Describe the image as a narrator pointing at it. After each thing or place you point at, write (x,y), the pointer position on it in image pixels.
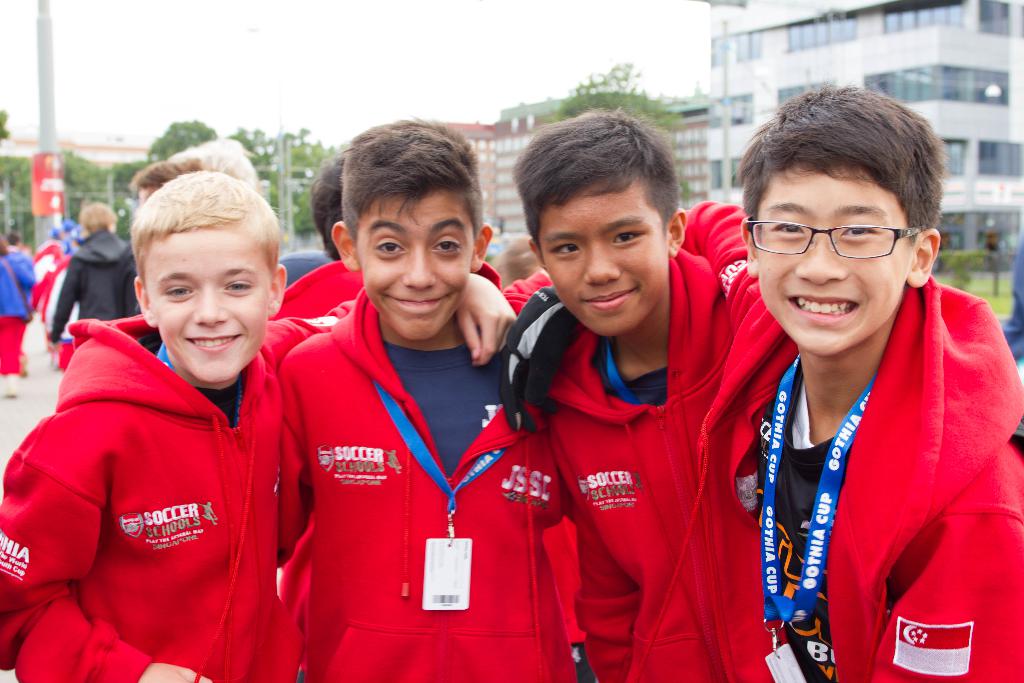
In this picture we can see four children (833,399) and they are smiling. In the background (15,228) we can see trees (16,163), poles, buildings (958,47), board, sky (288,101), and few people (81,310).
